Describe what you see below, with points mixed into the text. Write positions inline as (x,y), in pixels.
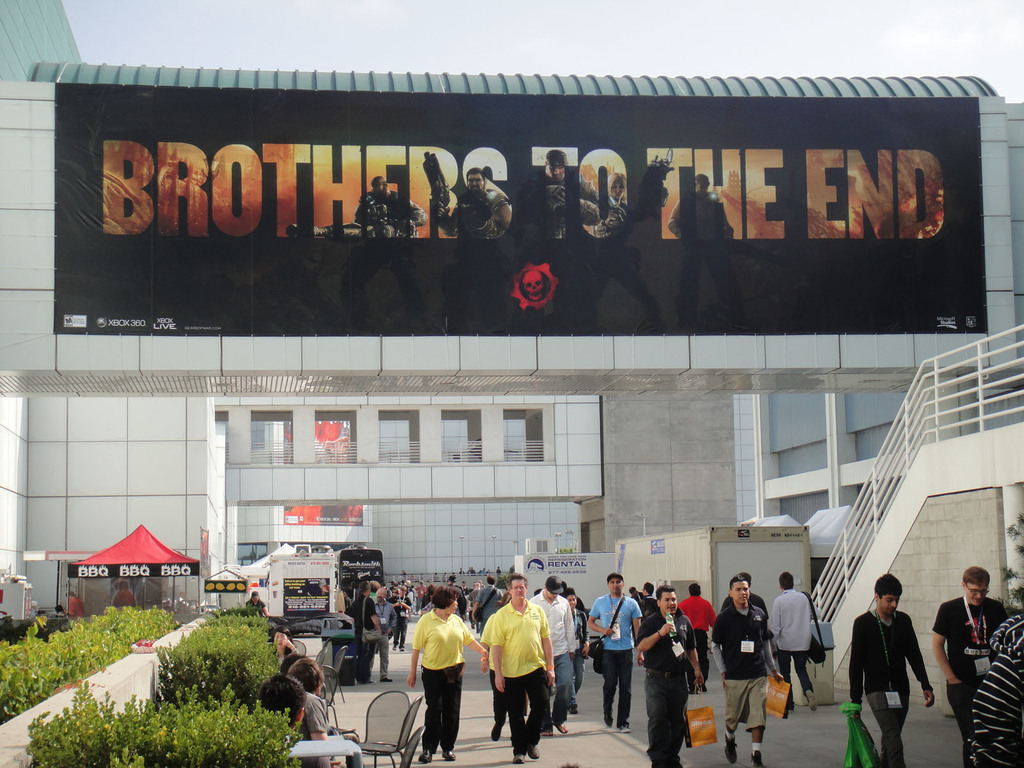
In the picture we can see a building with a poster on it as Brothers to the end and under it we can see a glass window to the wall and some railings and on the path (581,707) we can see some people (446,699) are walking on the path (419,685), besides them we can see some chairs (409,723) and a table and beside it we can see some plants (158,627).
